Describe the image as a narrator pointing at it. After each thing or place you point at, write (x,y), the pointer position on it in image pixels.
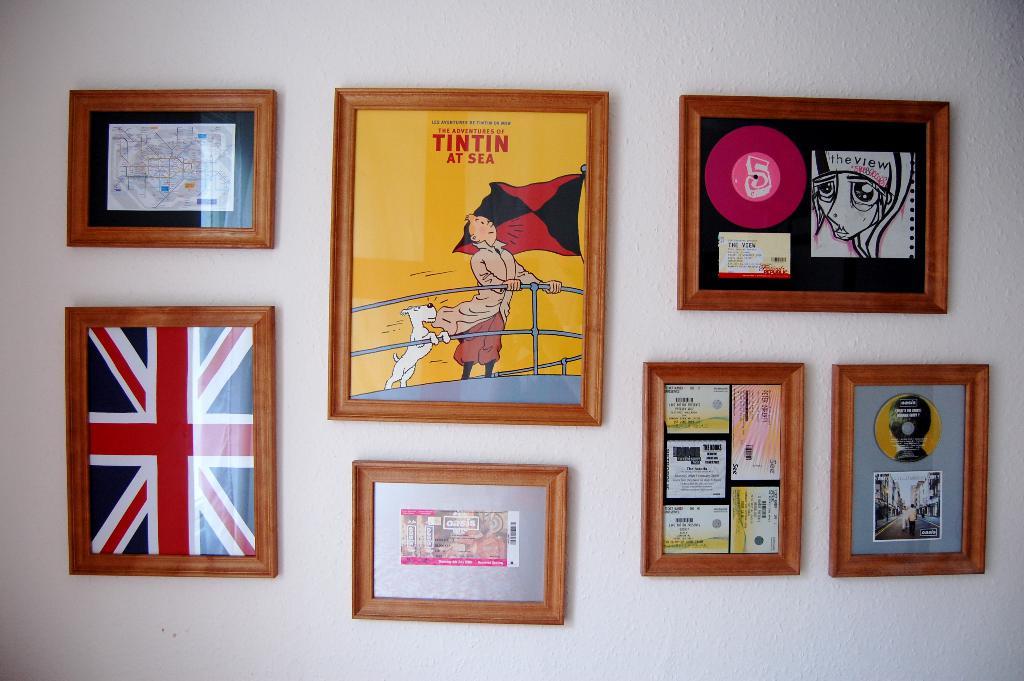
We can see frames (783,370) on a white wall (486,44).
